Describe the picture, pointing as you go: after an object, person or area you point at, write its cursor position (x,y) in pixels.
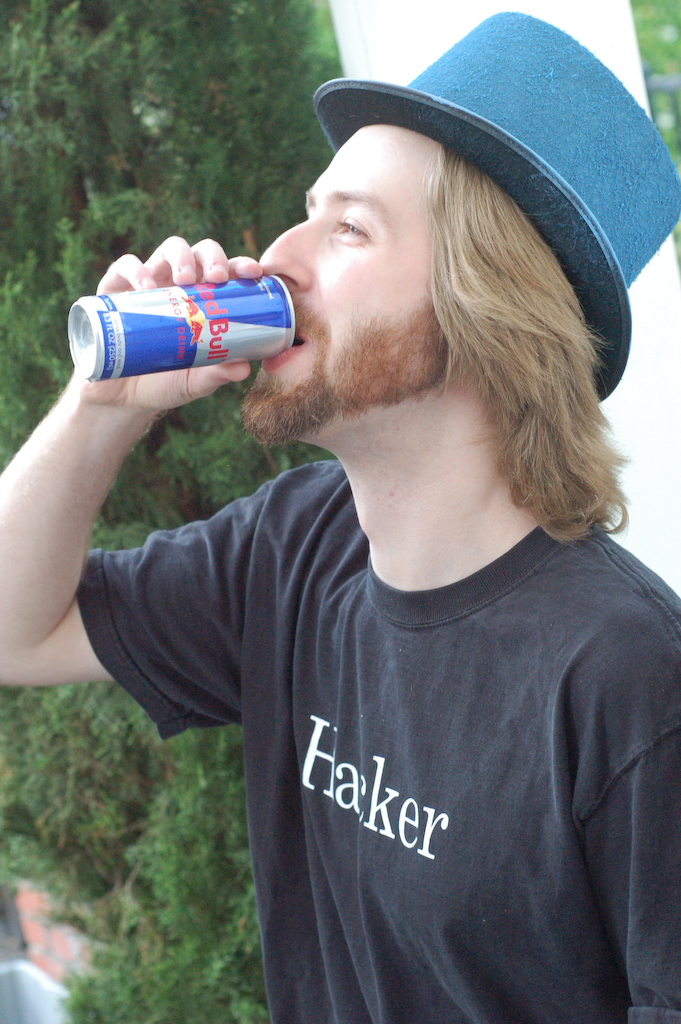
This is the man (418,792) standing and holding a tin (193,333) in his hand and drinking. He wore a hat (618,190) and a black T-shirt (446,781). These are the trees (215,197). In the background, that looks like a wall (384,35), which is white in color.
